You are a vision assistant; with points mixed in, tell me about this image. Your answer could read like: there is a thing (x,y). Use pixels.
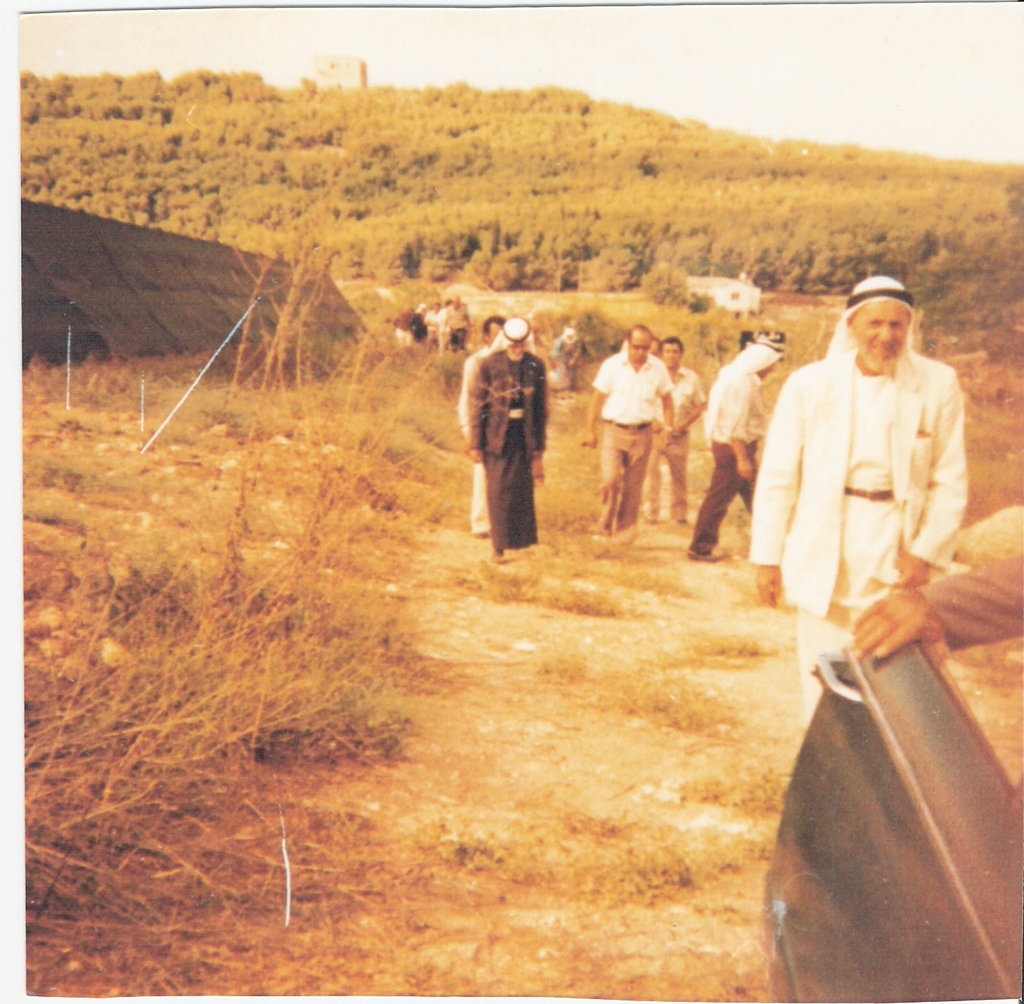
In this image we can see many people (596,387). On the right side (859,835) we can see door (874,799) of a vehicle (905,927). On the ground (191,467) there are plants (292,406). In the background (345,147) there are trees (619,245). On the left side (121,313) there is a tent (165,311). And there is sky (657,37) in the background (796,30).
